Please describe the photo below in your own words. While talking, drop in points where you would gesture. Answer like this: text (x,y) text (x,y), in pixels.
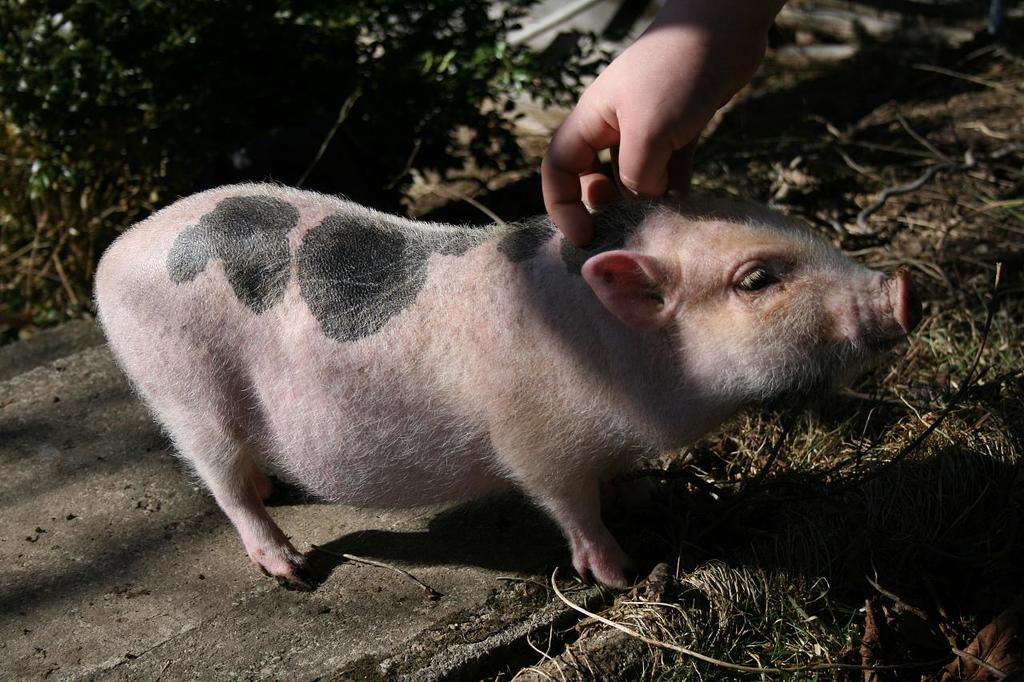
In this image there is a pig (503,367) in the middle (461,326). On the pig (407,324) there is a hand (608,134). In the background (305,54) there are plants (237,129). At the bottom (903,520) there is grass (952,464) and some dry sticks (916,185). The pig (580,304) is standing on the cement floor (147,559).
